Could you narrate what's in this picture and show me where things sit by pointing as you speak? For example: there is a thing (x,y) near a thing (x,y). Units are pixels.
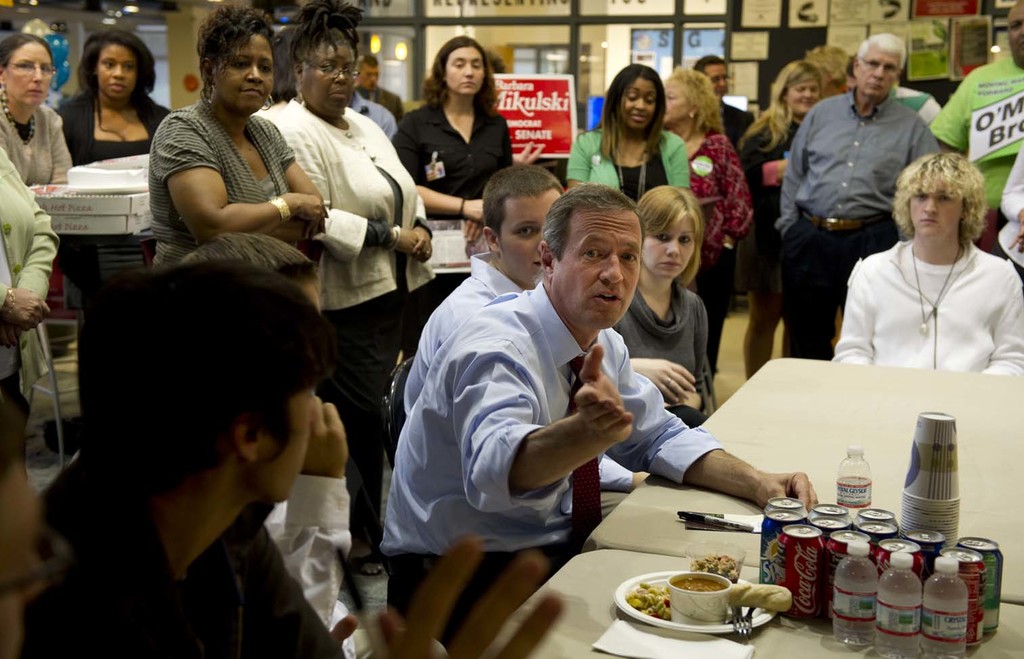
This is a picture of a meeting, there is a crowd (289,423). In the foreground of the picture (822,459) there is a table (607,615), on the table (985,634) there are coke tins (987,570), glasses (921,514), water bottles (918,609), plate (649,620) and food items (680,583). In the center (583,397) there are few people (675,335) seated. In the background (582,32) there are glass doors (622,24). On the top right (852,33) there is a notice board (826,36). On the left (88,219) there is a desk (107,246) and some boxes (106,192).
